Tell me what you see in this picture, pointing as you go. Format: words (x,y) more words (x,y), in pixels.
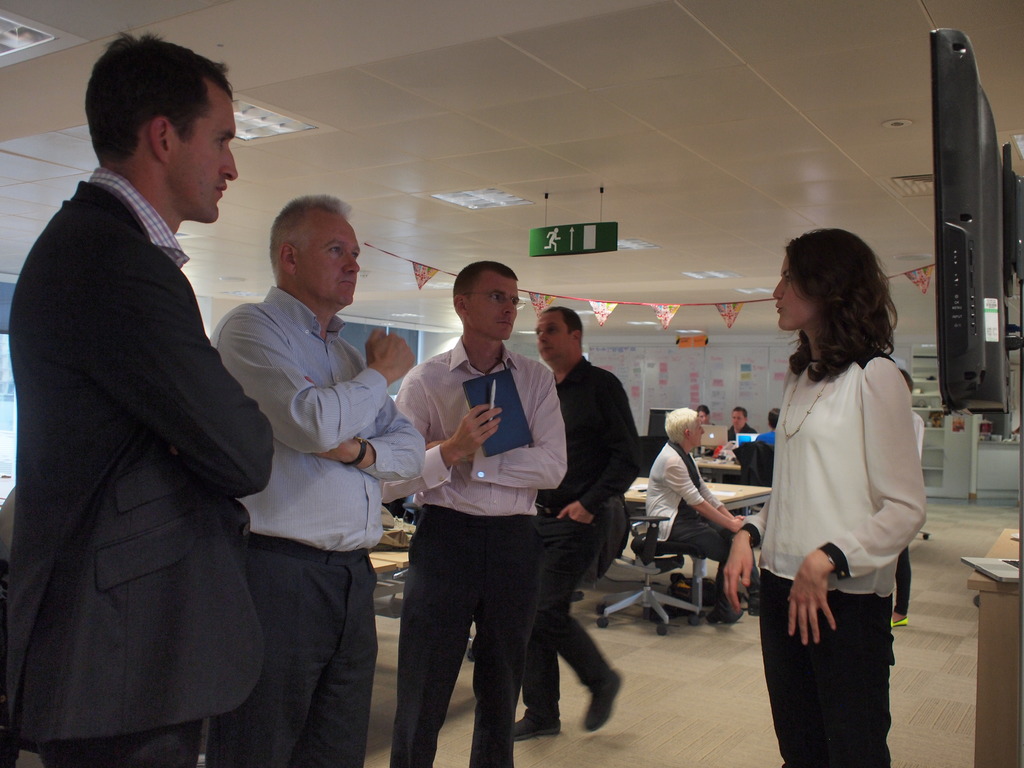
Group of people (339,403) are standing and discussing behind them there are lights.
